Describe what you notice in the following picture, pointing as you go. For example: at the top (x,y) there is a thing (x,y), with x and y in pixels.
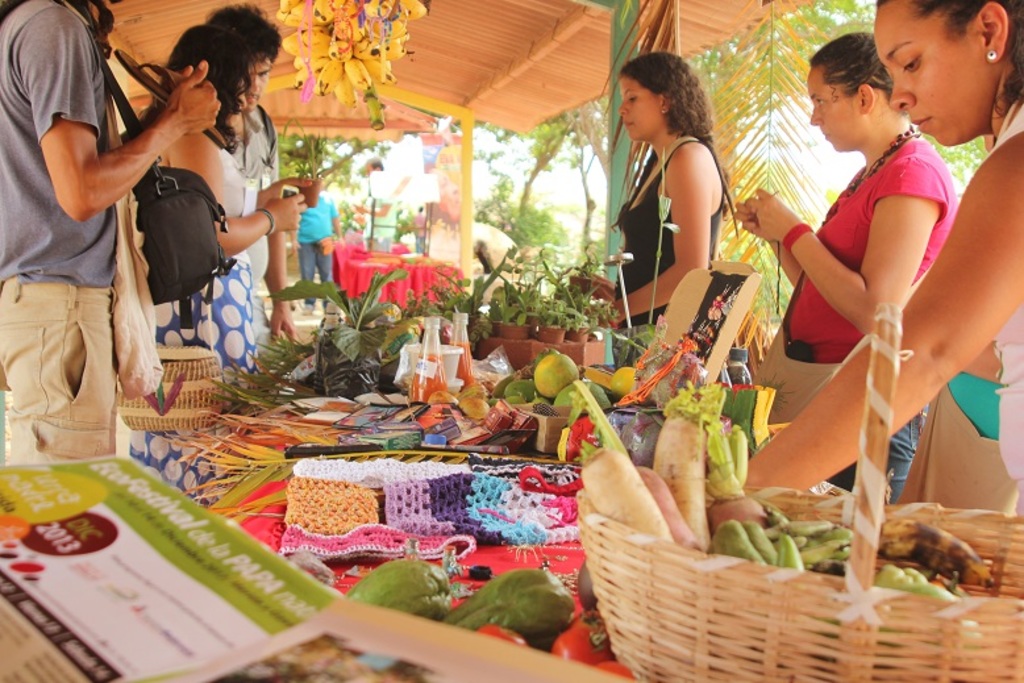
Here in this picture we can see a group of people (29,359) standing over a place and in between them we can see a table (325,493), on which we can see number of fruits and vegetables (594,423) present in the baskets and at the top (341,78) we can see a shed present and we can see bananas (366,77) hanging over there and we can also see plants (460,300) and trees (532,224) present on the ground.
